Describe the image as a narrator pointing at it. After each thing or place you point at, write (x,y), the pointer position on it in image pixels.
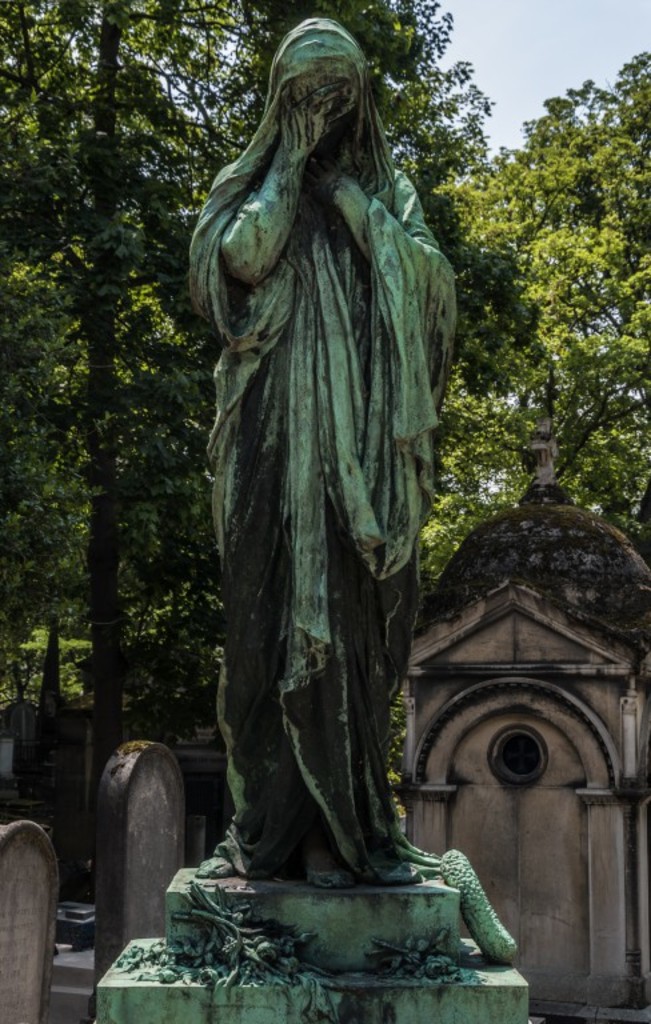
In the center of the image (347,590) we can see a statue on a solid structure (250,928). In the background (518,110), we can see the sky (528,10), trees (440,568) and headstones (155,928).
